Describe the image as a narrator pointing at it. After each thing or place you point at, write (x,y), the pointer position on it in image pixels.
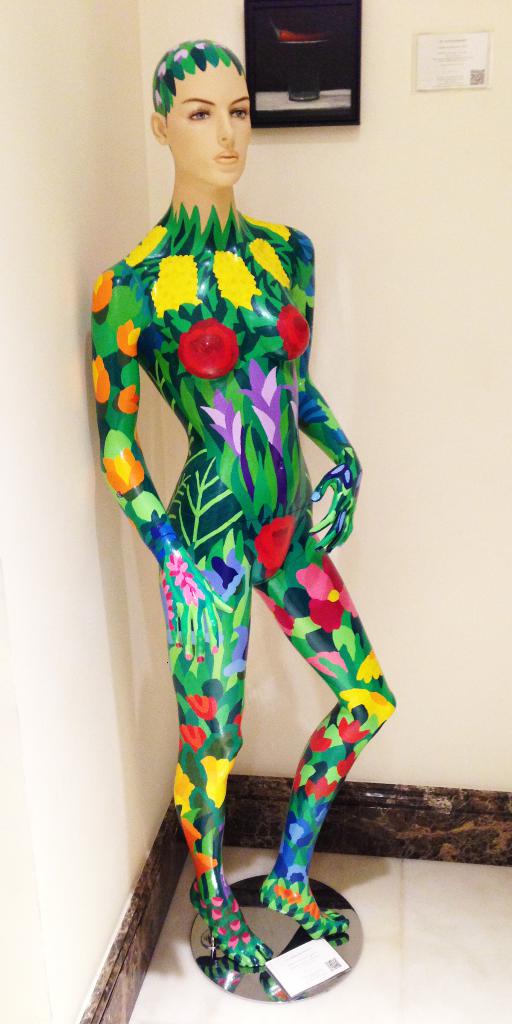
It is a human statue (313,278) with different colors and this is the wall (417,369).
